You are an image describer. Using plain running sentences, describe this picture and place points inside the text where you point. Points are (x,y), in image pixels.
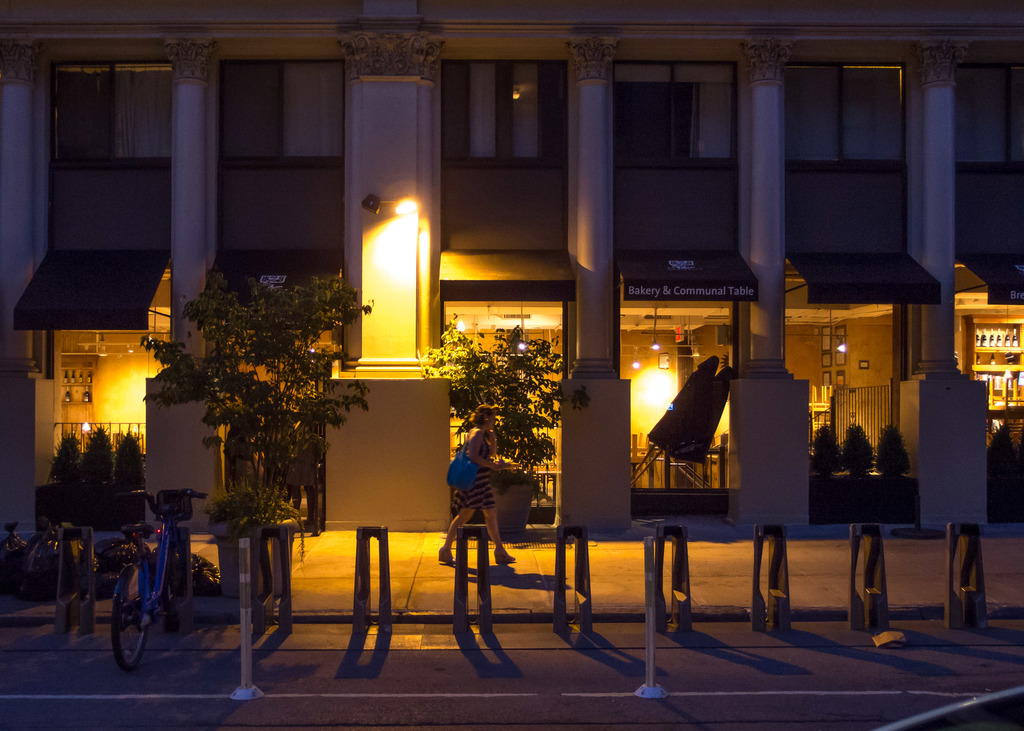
In this image we can see a building (629,384), there are some trees (498,353), plants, lights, pillars (594,424) and poles (651,593), there is a person (462,524) walking and wearing a bag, also we can see a bicycle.
